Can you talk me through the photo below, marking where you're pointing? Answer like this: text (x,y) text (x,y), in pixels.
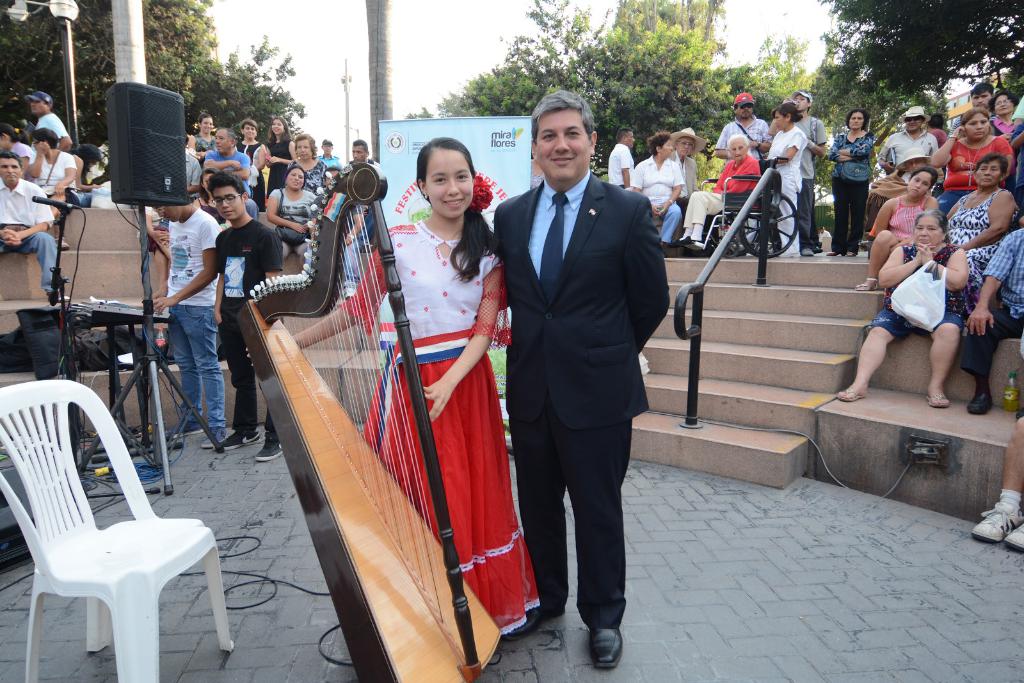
This is a picture taken in the outdoor, the two persons (455,281) are standing on the floor (724,612). The women (486,293) in white and red dress (434,425) are holding the music instrument (357,490) and beside them there is a chair (109,564) backside of there the people (306,159) are sitting on the steps (793,345) and there are the trees (613,69) and the sky (246,45).
